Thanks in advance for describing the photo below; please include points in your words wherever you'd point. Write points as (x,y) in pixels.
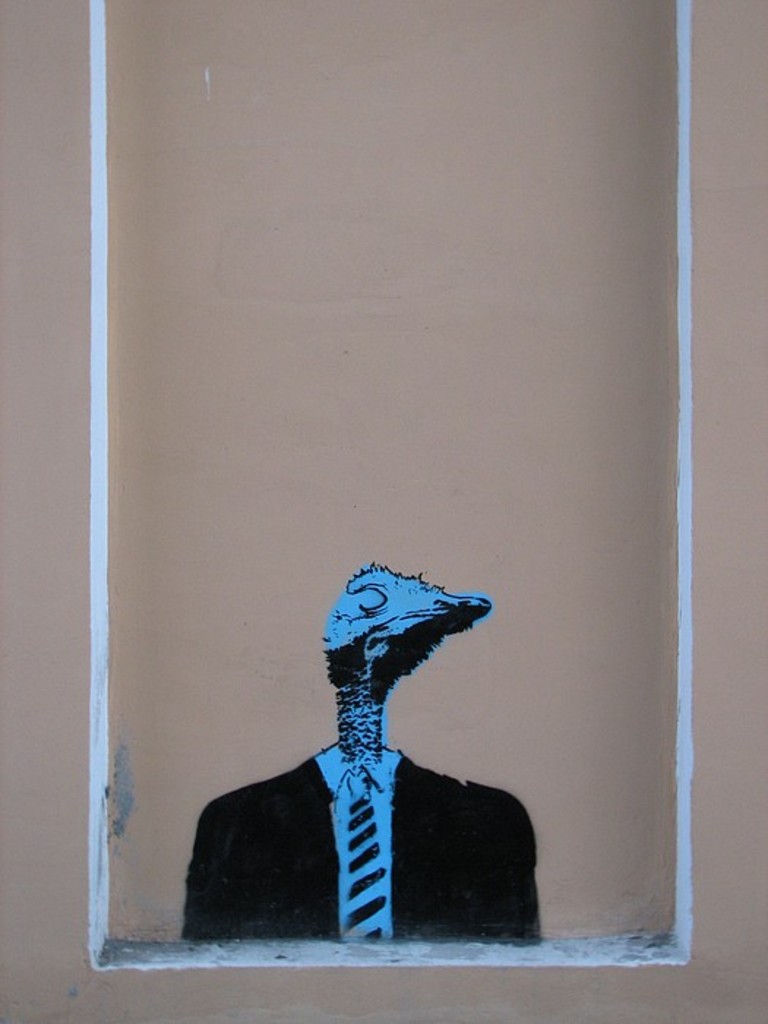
This image is of a painting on the wall (727,629).
